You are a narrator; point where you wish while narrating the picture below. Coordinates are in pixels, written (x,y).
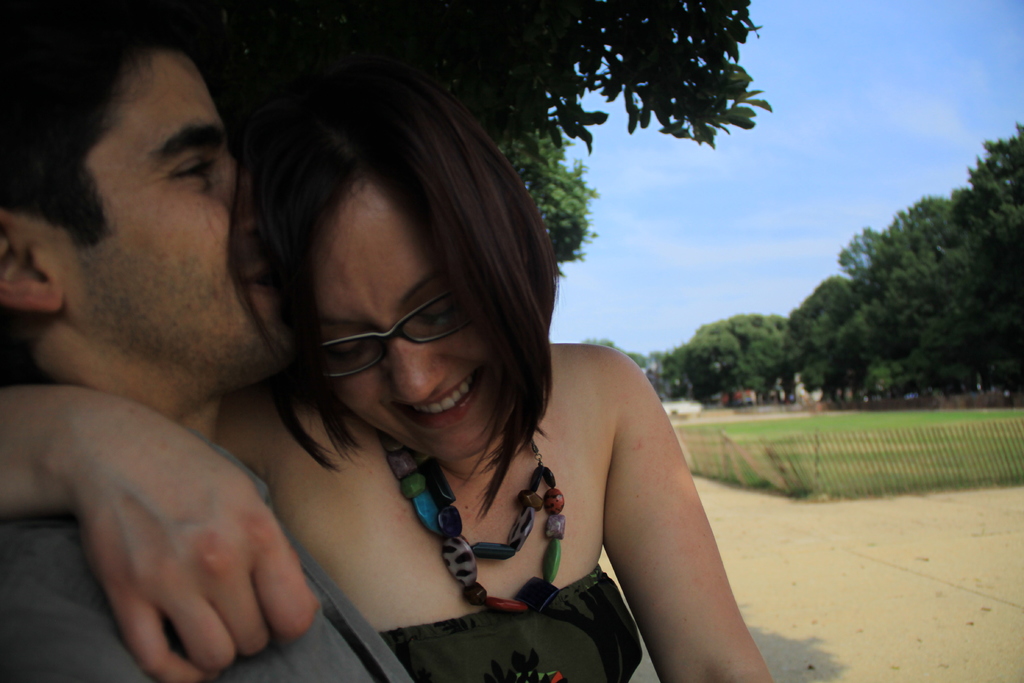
In this image there is a person (88,670) beside there is a woman (612,406) wearing spectacles (438,305). Behind them there are few trees (616,20). Right side (984,463) there is a fence (815,456). Behind there are few trees (993,337) on the grassland (842,421). Right top there is sky (723,190).
